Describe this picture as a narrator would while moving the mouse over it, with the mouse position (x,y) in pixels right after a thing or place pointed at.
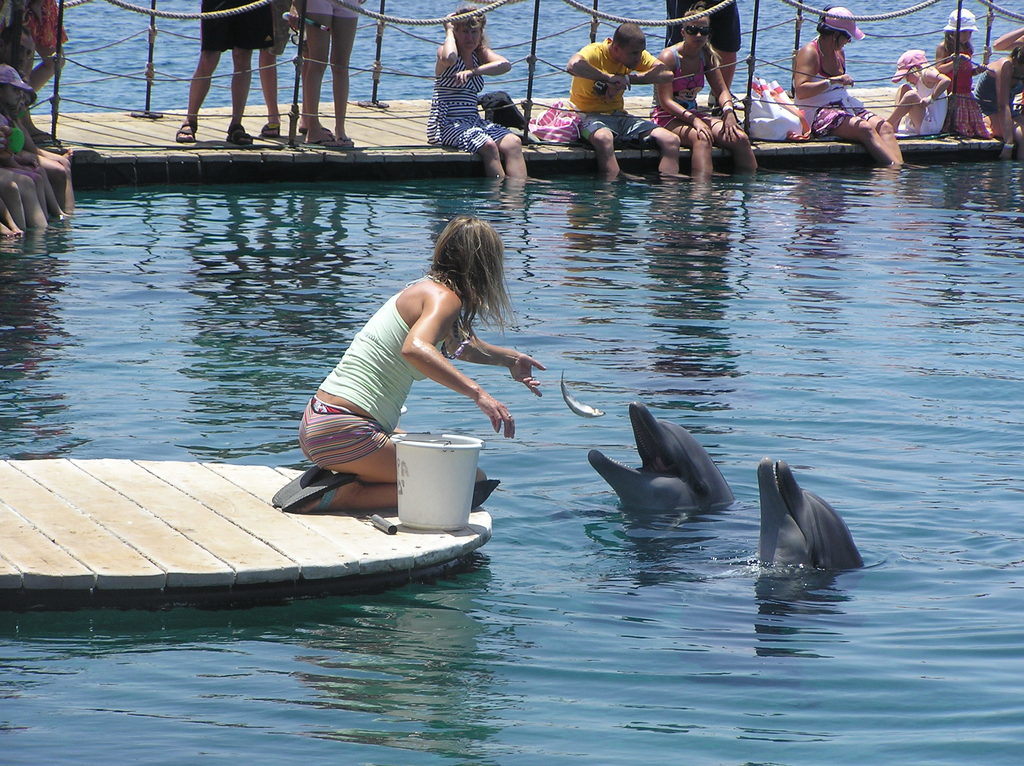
The picture consists of a water body (597,424). In the foreground of the picture (693,456) there are dolphins (644,437), a woman (399,373) feeding the dolphins (607,457) with fish (569,400), a bucket (413,486) and dock (53,525). At the top (126,122) there is a dock (174,115), on the dock (142,121) there are people (309,118), bags (764,91) and railings (164,12).
